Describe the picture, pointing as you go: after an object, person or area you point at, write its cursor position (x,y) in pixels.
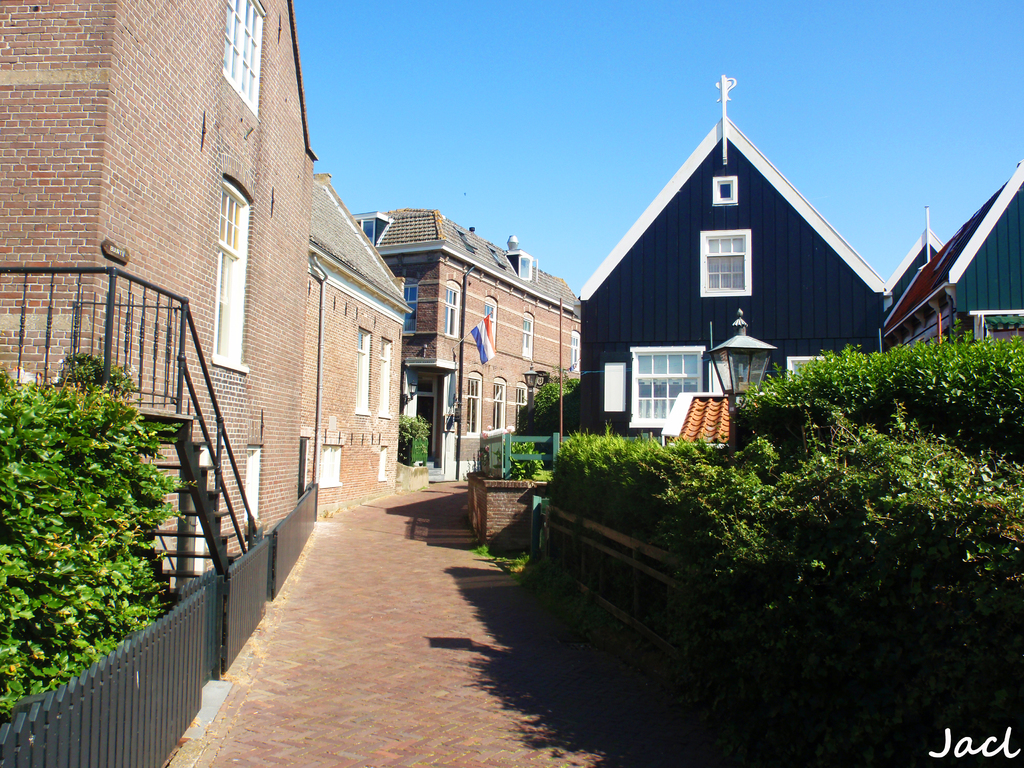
In this picture we can see a beautiful view of the houses (276,512). In the front of the image (230,286) we can see brick color houses (234,284). On the right side (769,227) we can see a black color wooden house (728,313) with the white window (645,357) and glass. In the front (787,465) bottom side we can see some trees (773,516), iron step railing (198,484) and cobble stones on the ground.
